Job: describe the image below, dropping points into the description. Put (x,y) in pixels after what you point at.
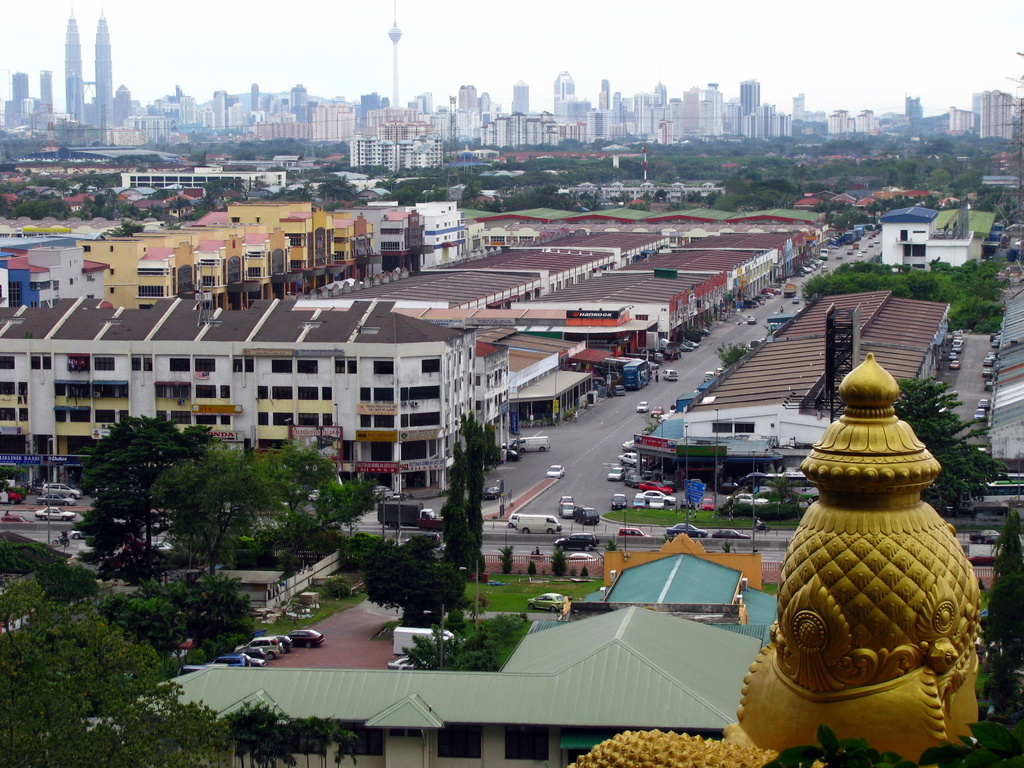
In this image I can see on the left side (223,493) there are trees (42,649), in the middle (511,482) few vehicles (620,469) are moving on the road (613,482) and there are buildings (460,251). At the top (559,49) it is the sky (576,5), on the right side (753,686) it looks like a statue (848,613).
